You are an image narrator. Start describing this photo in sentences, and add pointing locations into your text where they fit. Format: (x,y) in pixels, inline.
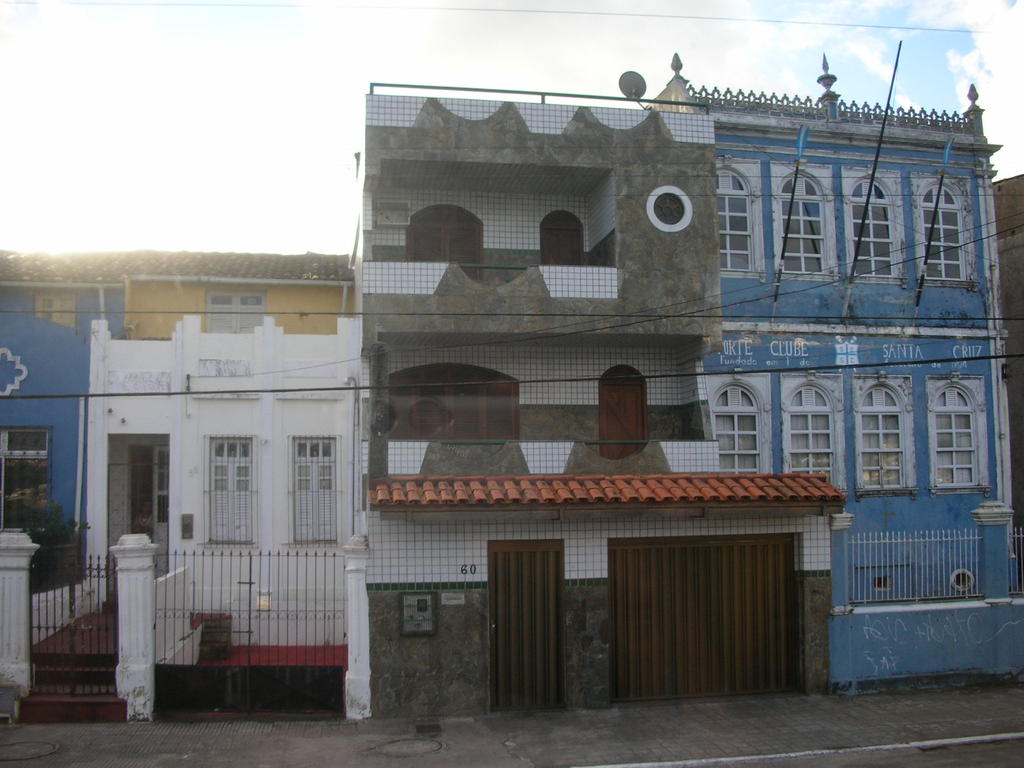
In the foreground of this image (336,749), at the bottom (600,742), there is a pavement (882,712). In the middle (537,335), there are buildings (205,305) and at the top (224,76), there is the sky (301,79).
